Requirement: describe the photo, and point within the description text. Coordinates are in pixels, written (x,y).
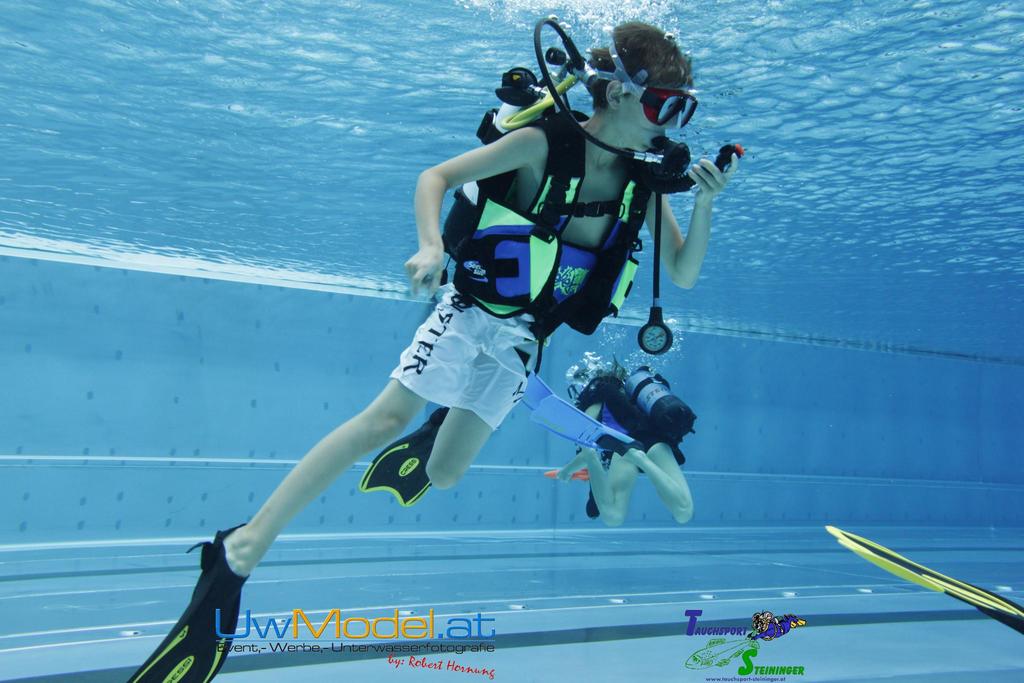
In a given image I can see a water (649,297), people (243,535), buoyancy compensator (607,411).
